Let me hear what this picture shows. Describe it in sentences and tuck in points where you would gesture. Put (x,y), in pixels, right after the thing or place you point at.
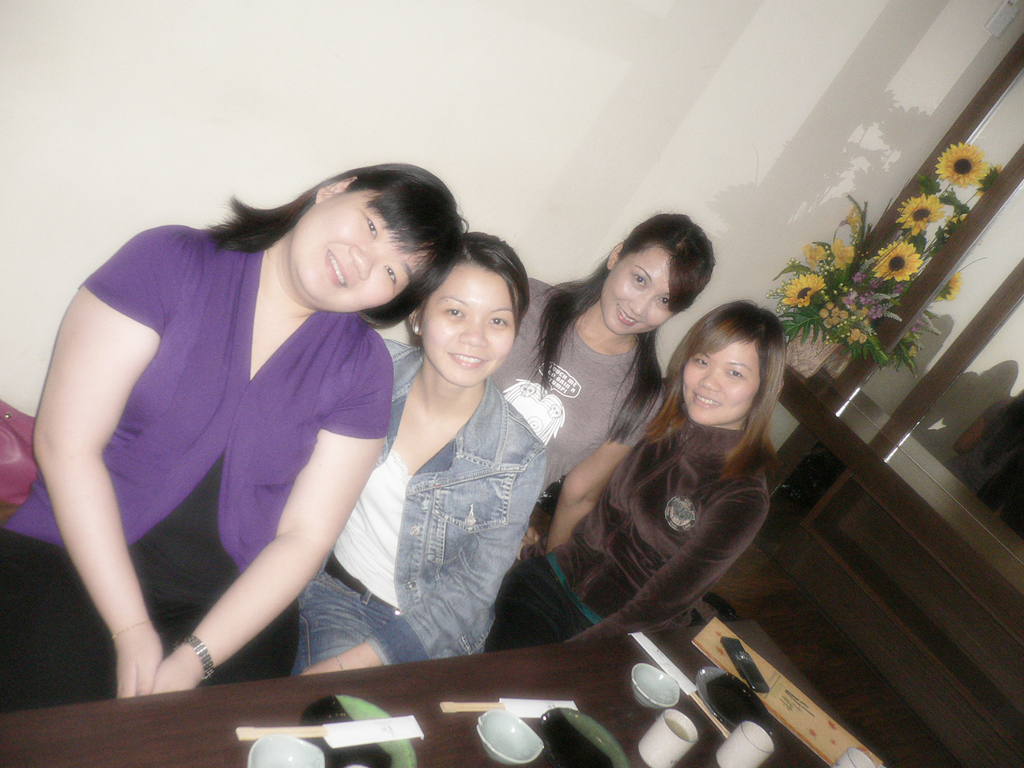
In this image there are few women (406,422) sitting before a table (471,734). On the table (451,740) there are few plates (368,753), bowls (511,745), cups (692,725), mobile (736,646) and few objects (771,680) on it. Right side there is a flower vase (815,372) on the table (916,567). Behind there is a mirror (918,349). Background (50,181) there is a wall (445,179).
